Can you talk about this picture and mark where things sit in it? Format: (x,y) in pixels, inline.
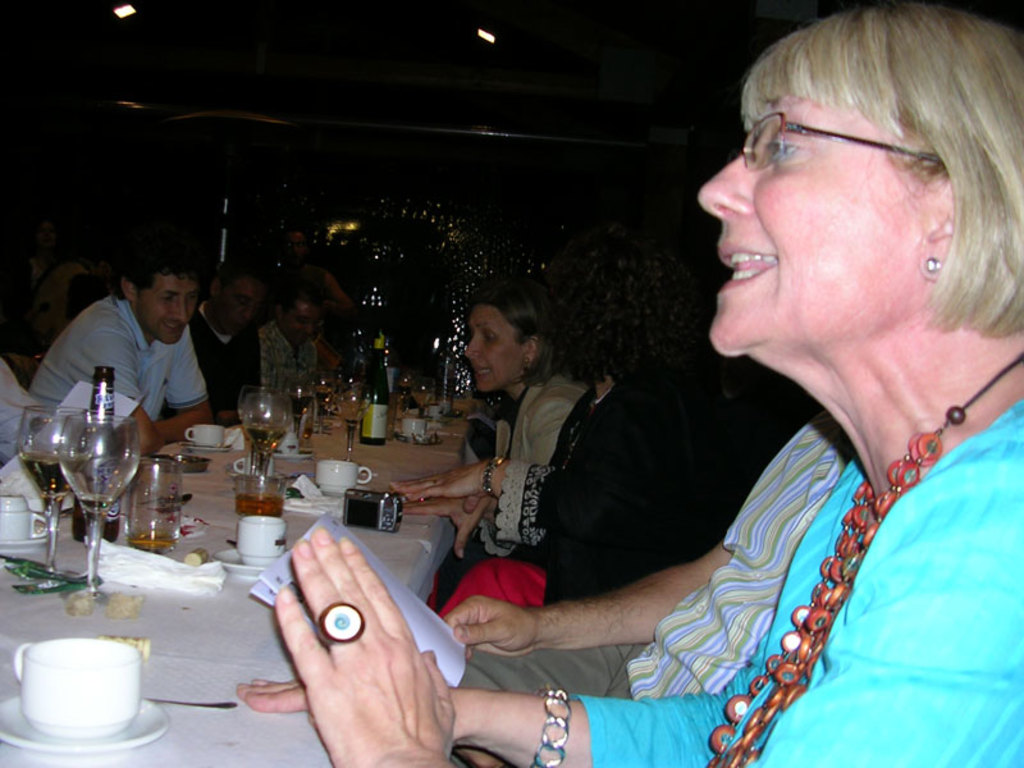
In this image there are people (654,566) sitting on the chairs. In front of them there is a table (33,619). On top of it there are cups (136,667), glasses (53,558), tissues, bottles (110,413) and there is a camera (368,518). Behind them there are lights (344,223).
